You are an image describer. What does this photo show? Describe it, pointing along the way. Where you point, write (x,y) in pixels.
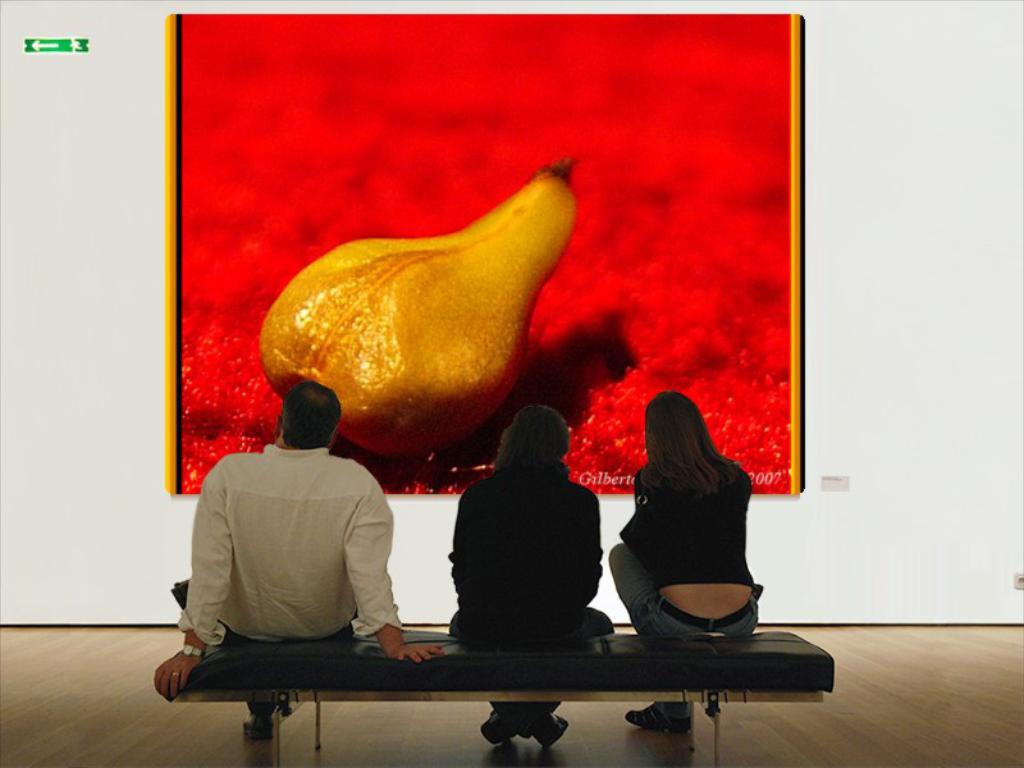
In this image, we can see three people (350,541) are sitting on a bench (557,695). At the bottom (926,737), there is a floor (889,739). Background (885,331) we can see white wall (891,411), screen (376,446), few objects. On the screen (611,413) we can see yellow color thing (454,370) on the red surface (385,474). Here we can see a watermark (626,485).
